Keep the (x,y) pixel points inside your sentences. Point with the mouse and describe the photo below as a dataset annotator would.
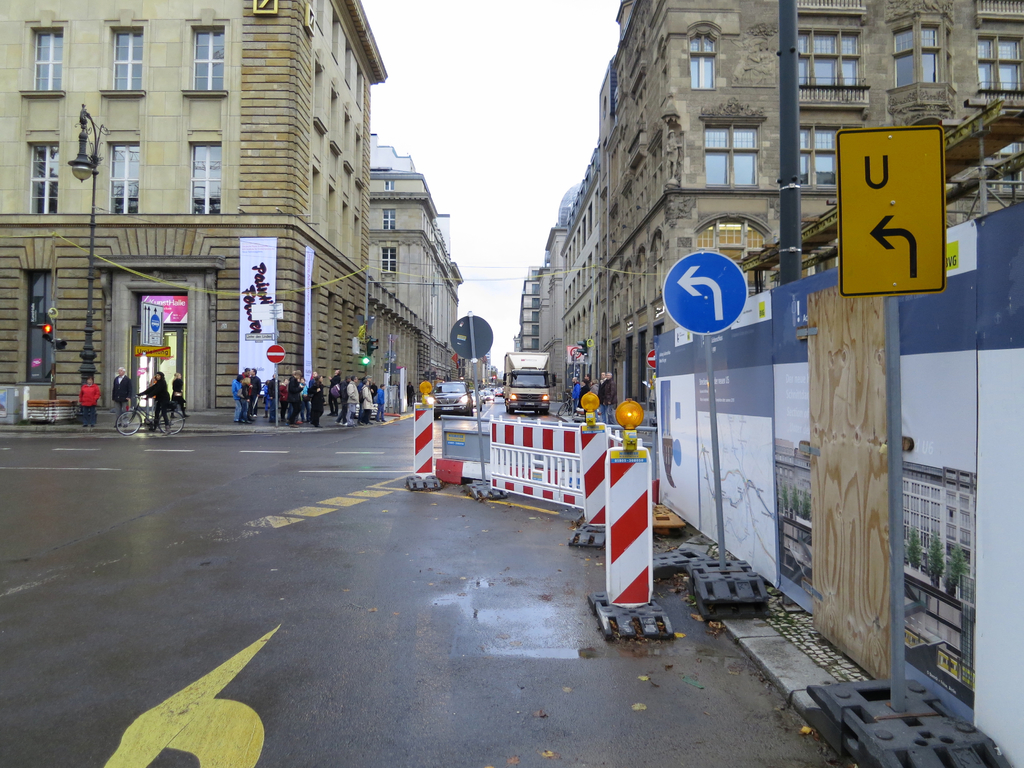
In this image I can see the road (270,553), few traffic stands (606,504), few boards (761,325), few poles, few vehicles (514,382) on the road (248,524), few persons (321,382) on the sidewalk (196,429), few buildings (166,372) and in the background (496,356) I can see the sky (474,157).
